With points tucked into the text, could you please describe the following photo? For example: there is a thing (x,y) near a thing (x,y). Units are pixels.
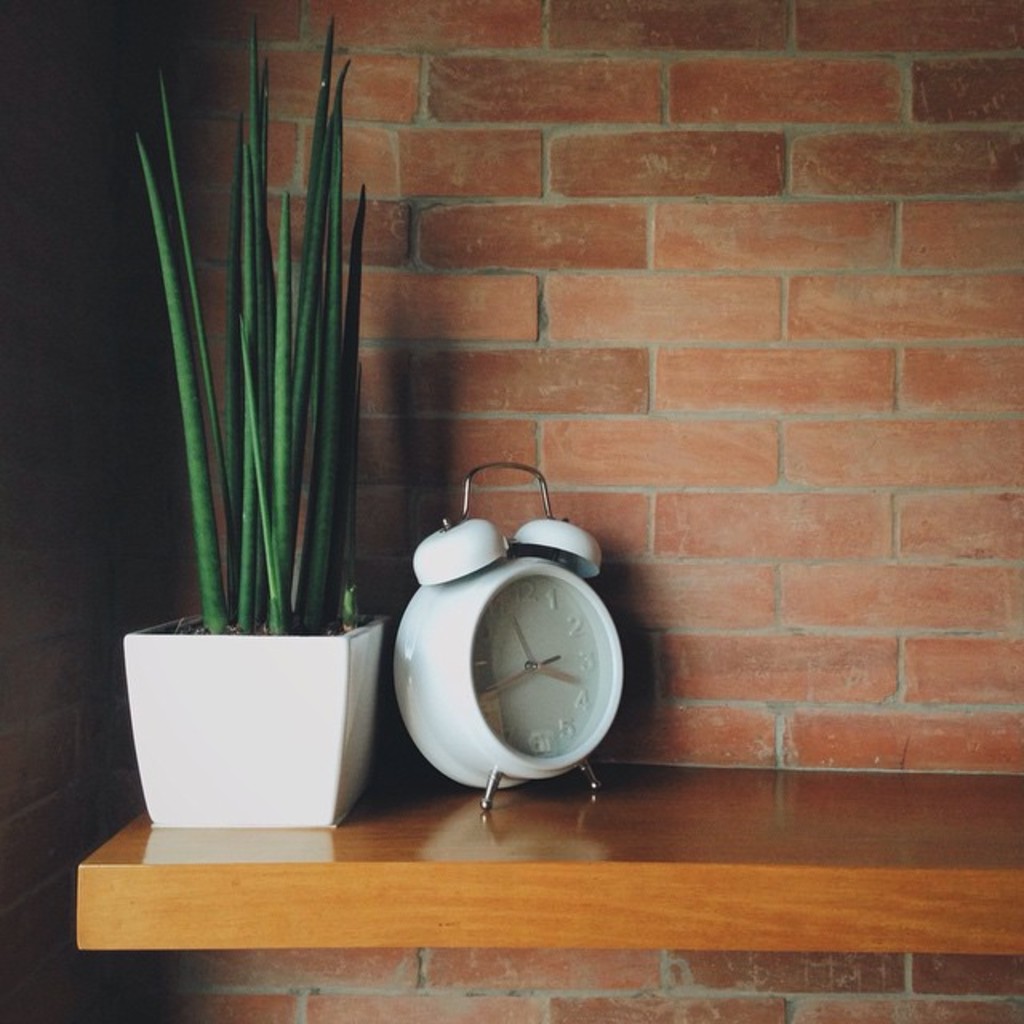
In this image there is a small plant pot (246,727) on the wooden desk (246,870). Beside the plant (278,735) there is a clock (538,646). In the background (732,164) there is a wall (837,216).
